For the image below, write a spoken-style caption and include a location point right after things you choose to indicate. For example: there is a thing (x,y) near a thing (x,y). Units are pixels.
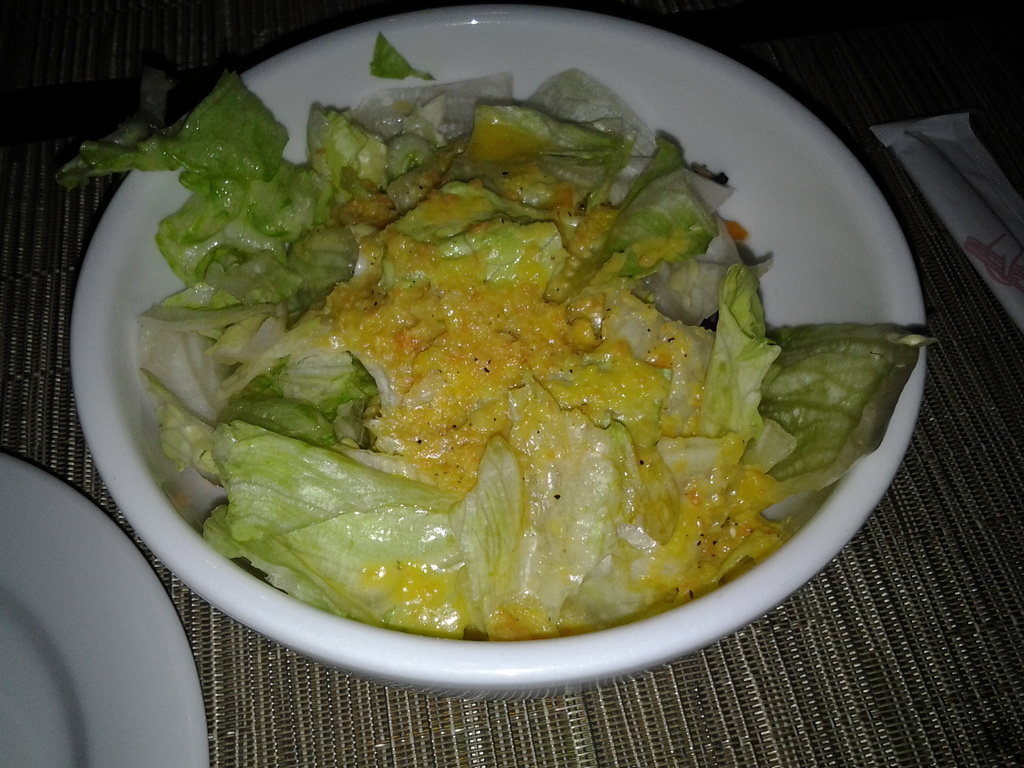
The picture consists of plates (27,703) placed on a table (44,154), in the plate (591,658) there is a food item (598,234). On the right (929,171) there is an object (960,214).
